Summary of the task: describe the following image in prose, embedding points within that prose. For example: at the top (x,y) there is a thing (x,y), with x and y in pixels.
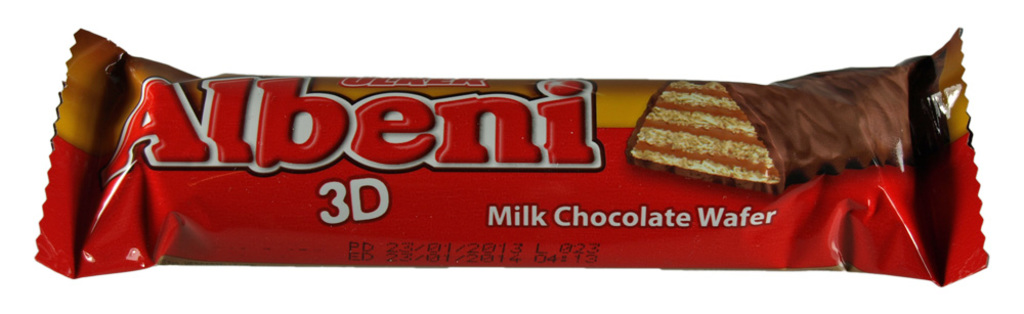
In the image there is a chocolate cover (618,182). On the cover (944,146) there is something written on it and also there is an image (810,125) of chocolate (685,125).
